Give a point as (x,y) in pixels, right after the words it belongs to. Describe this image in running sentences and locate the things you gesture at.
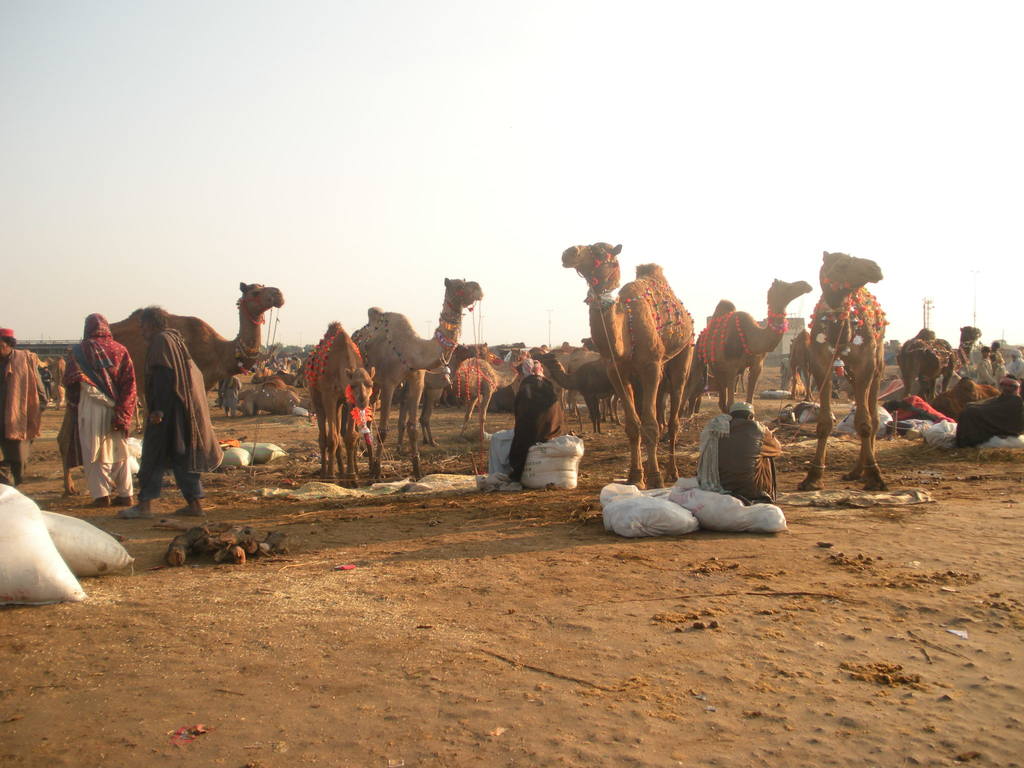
In this image we can see some group of camels (660,376), there are some persons (4,399) standing and some are sitting on the ground (156,559) and top of the image (570,168) there is clear sky (532,184).
